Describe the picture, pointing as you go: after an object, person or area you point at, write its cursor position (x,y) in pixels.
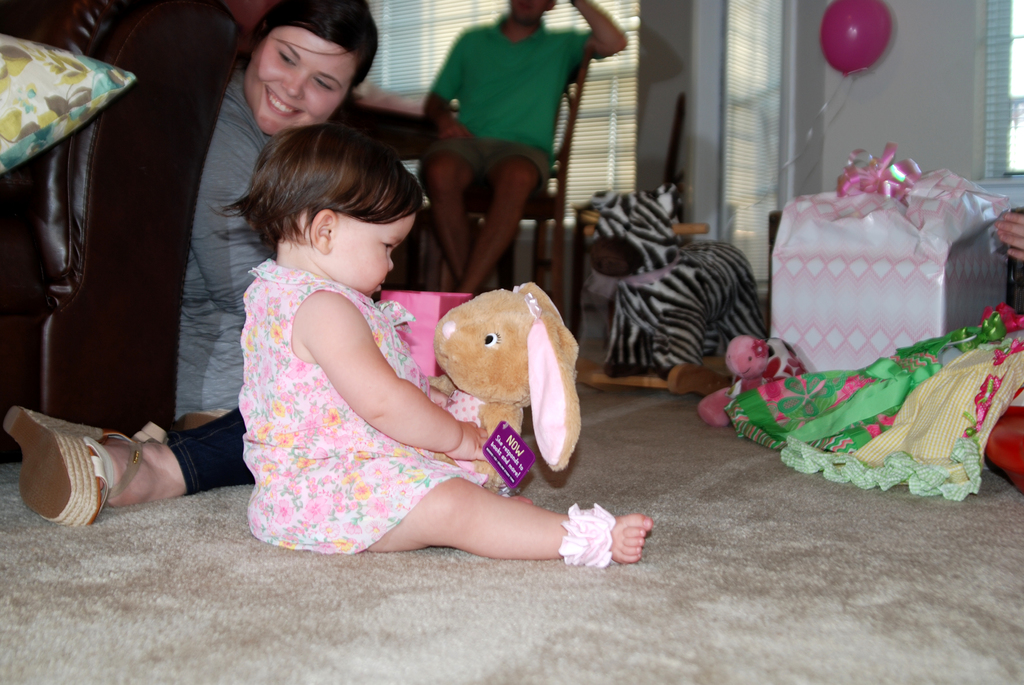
In this image there are group of persons (397,330) at the middle of the image (383,339) there is a kid (288,304) who is playing with dolls (498,379) and at the right side of the image (860,288) there is a balloon (863,45), gift (860,288).
